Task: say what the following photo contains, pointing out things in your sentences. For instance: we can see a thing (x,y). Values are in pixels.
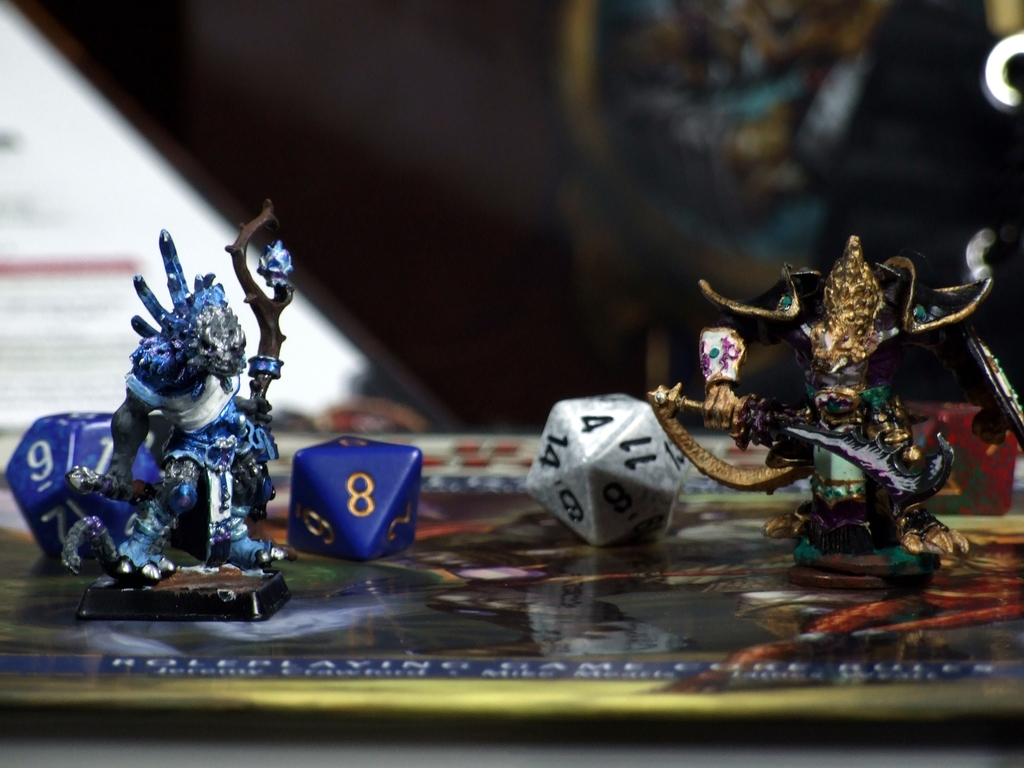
In this image in the center (420,480) there are some toys (364,543), and at the bottom (407,653) it looks like a book (619,665) and in the background (298,293) there are some objects (75,294).
